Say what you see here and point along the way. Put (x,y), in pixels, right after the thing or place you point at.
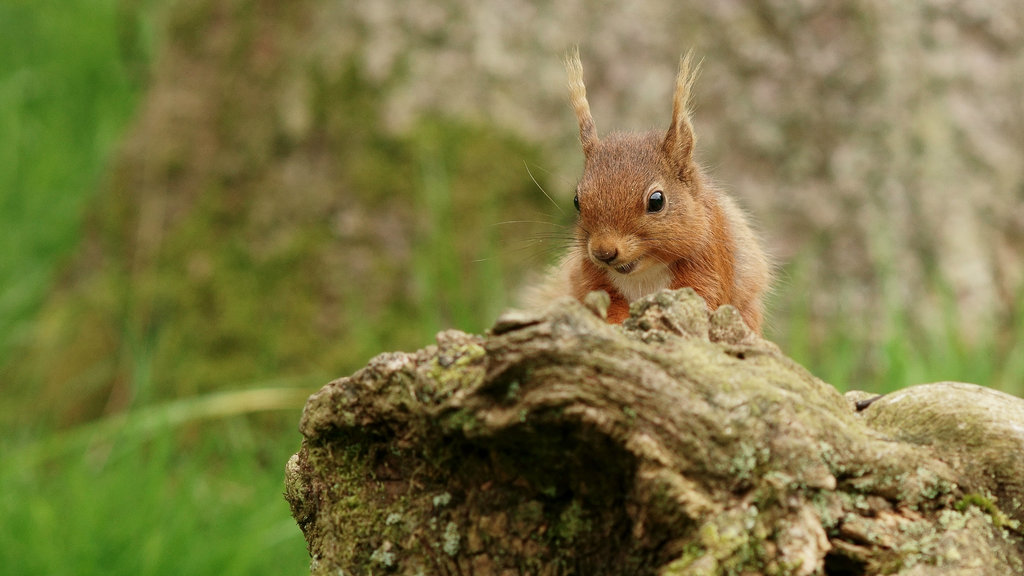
In this picture we can see a red squirrel (689,279) here, at the bottom (220,494) there is grass (232,497), we can see blurry background.
